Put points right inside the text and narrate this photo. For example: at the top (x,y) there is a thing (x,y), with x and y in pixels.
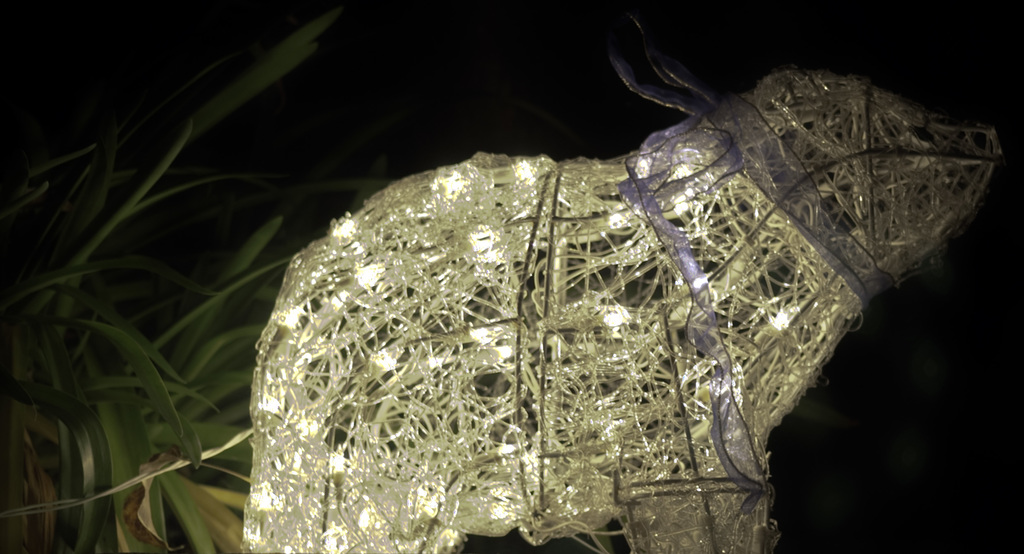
In this image I can see lights (617,315) as decoration and here I can see green colour leaves (126,531). I can also see this image is little bit in dark from background (967,547).
